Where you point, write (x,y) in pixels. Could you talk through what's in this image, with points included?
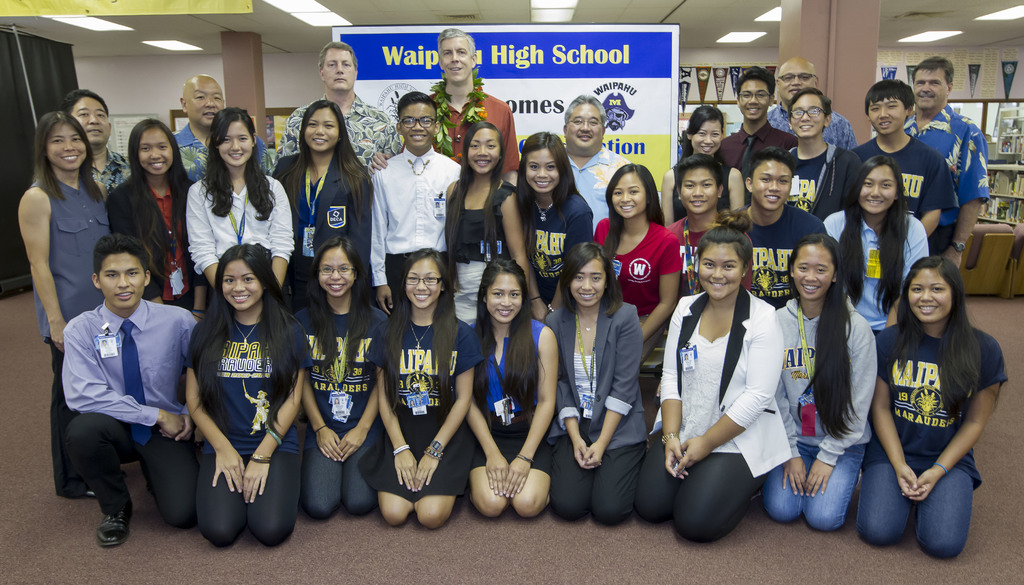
In this image I can see a group of people (948,238) standing and sitting or kneeling. I can see a banner (546,26) behind them with some text (554,44). I can see some small flags (723,82), other objects (992,245), a false ceiling (528,12) with some lights (544,12) and poles (251,59) in this image.
